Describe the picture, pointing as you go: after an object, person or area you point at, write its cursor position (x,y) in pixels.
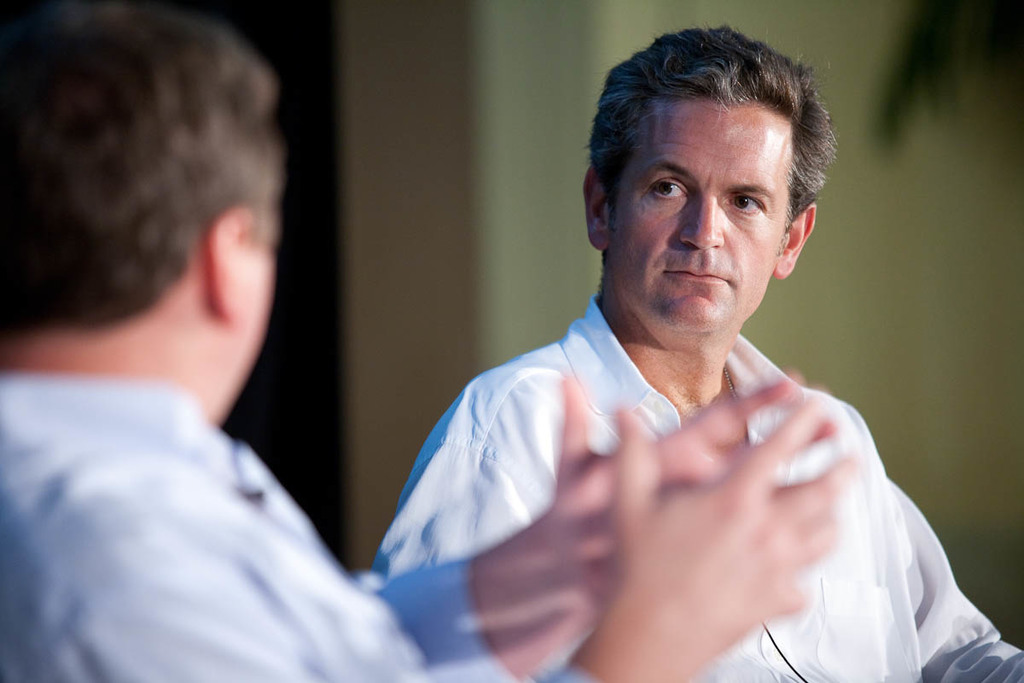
In this image we can see two persons (288,516) and a blurry background (323,446).
